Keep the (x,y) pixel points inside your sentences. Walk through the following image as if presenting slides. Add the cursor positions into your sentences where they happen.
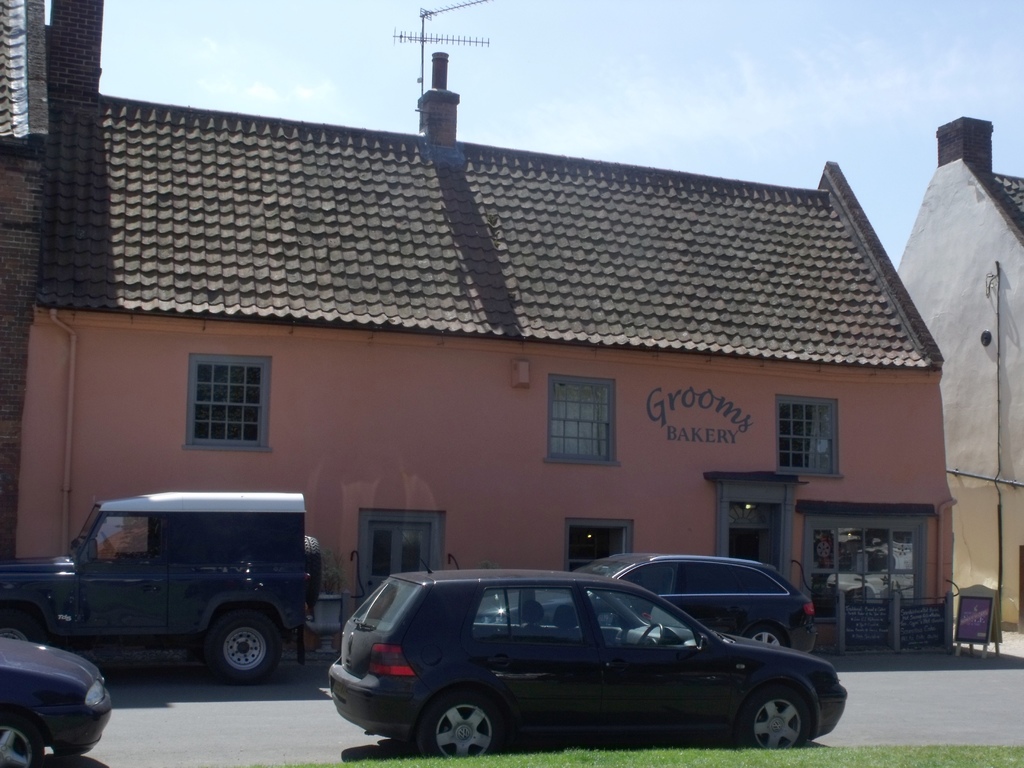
In this image, we can see some cars (458,599) and there is a house (711,229), we can see some windows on the house (671,375), at the top (720,32) there is a sky (670,43).
